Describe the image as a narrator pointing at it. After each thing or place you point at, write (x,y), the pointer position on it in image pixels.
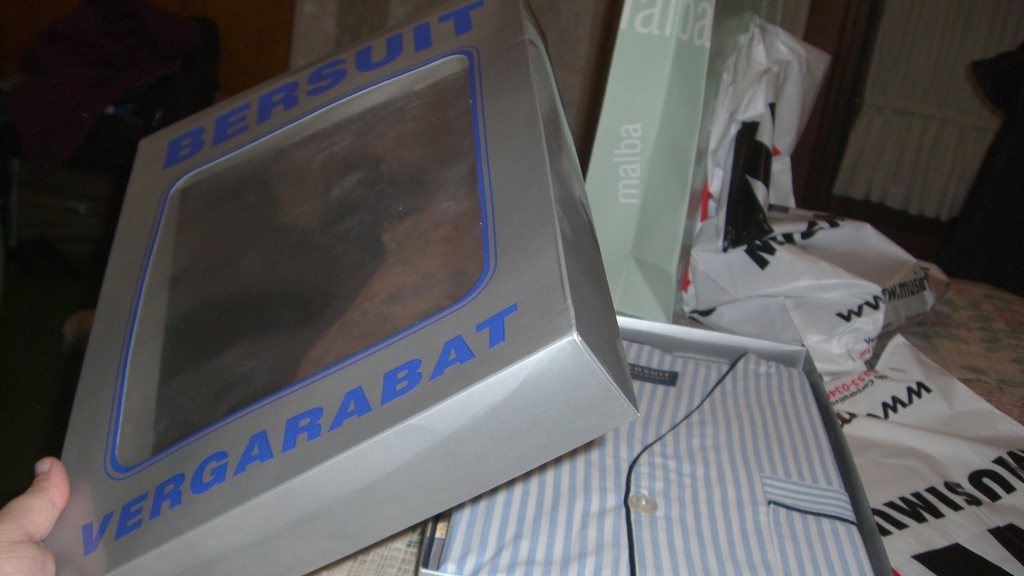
There is one person's hand (44,510) is holding a packing box (444,275) as we can see on the left side of this image (324,291), and there is a shirt (643,472) kept in a box (427,545) at the bottom of this image (661,416). There are some covers (836,315) on the right side of this image (825,318).
